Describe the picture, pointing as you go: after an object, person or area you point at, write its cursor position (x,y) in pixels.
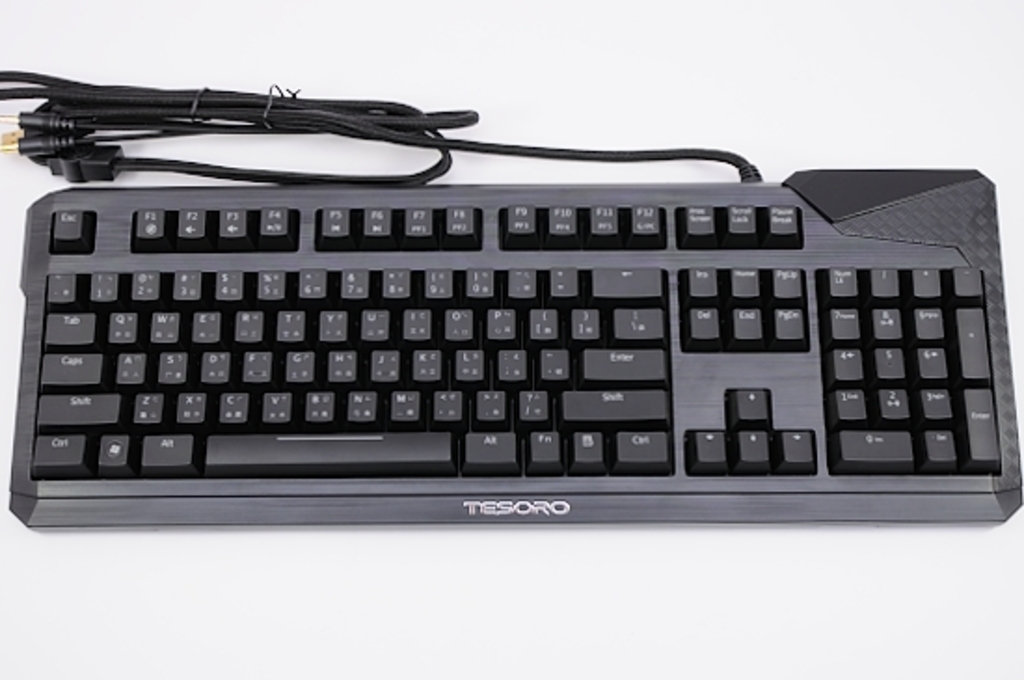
In the center of the image (448,387) we can see a keyboard (837,454) placed on the table (551,622).
